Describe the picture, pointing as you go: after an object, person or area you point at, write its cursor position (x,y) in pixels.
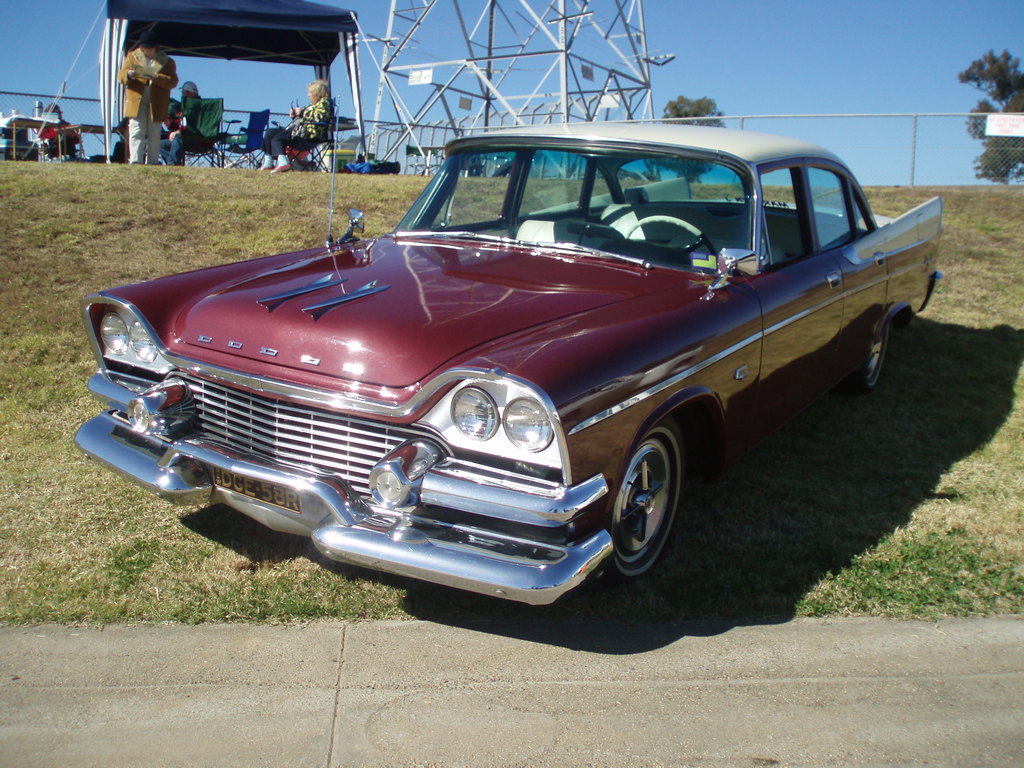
In this picture there is a red color car (510,386) which is parked near to the road (716,705). On the left (17,248) we can see the grass (36,359). At the top (412,63) we can see the tower (644,51). In the top left corner (311,137) there is a woman (322,127) who is sitting on the chair (288,143). Beside her there is a man (162,91) who is standing near to the table (22,120). Backside of him we can see the tent (336,17). On the table (10,125) we can see the coke cans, water bottles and other objects (35,111). Beside the table (41,122) we can see the fencing (86,148). In the top right corner (993,154) we can see the trees (1010,61). Here it's a sky (855,49).
